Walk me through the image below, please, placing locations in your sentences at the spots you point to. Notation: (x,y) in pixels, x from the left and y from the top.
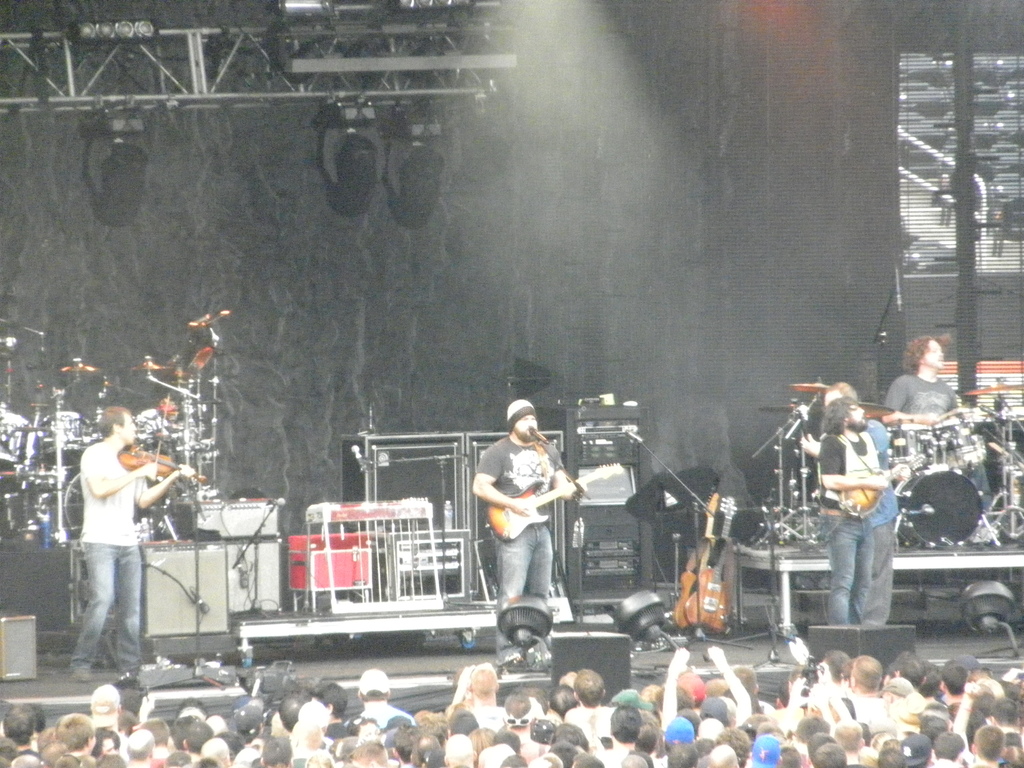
In this picture we can see crowd of people (798,746) listening to the music of musicians (525,443) where in front (522,424) person (526,457) is playing guitar (526,509) and singing song on the mic (534,430) and on left (87,473) person (143,484) is playing violin (197,480) and on right side (837,543) person (856,542) is playing some instrument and in back (932,356) person (936,392) is playing drums (907,484) and at top (350,114) we can see stand (193,98) with lights (401,177).
